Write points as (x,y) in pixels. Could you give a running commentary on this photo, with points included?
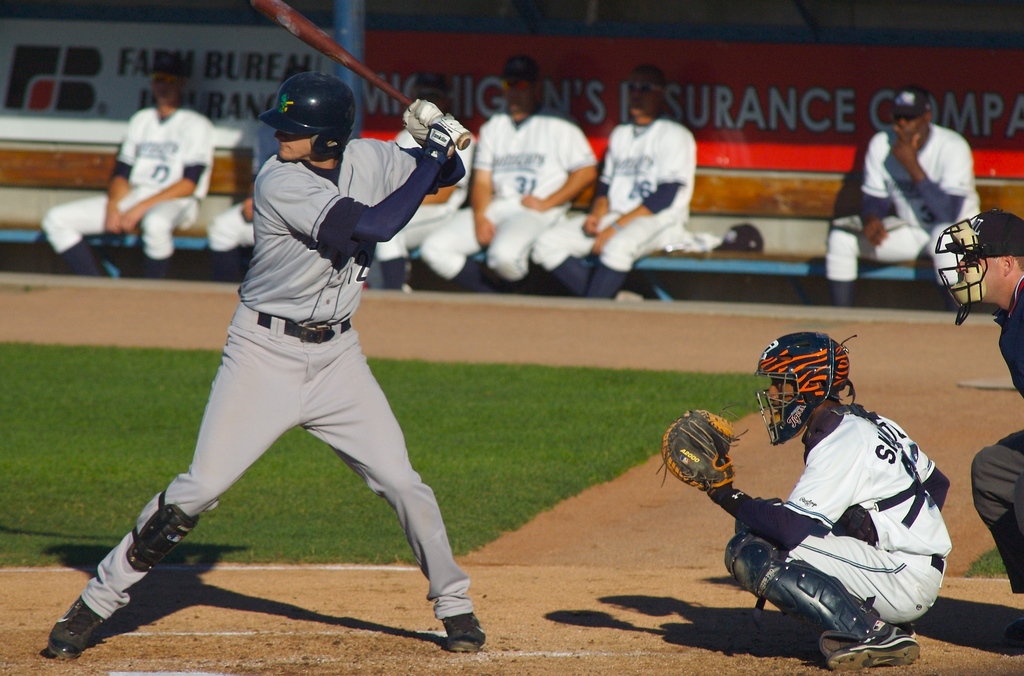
In the picture I can see group of men (333,394) wearing helmets (806,366) and playing baseball, in the background of the image (635,246) there are some persons (522,218) wearing white color dress (650,248) similarly sitting and there is a board (115,63).
